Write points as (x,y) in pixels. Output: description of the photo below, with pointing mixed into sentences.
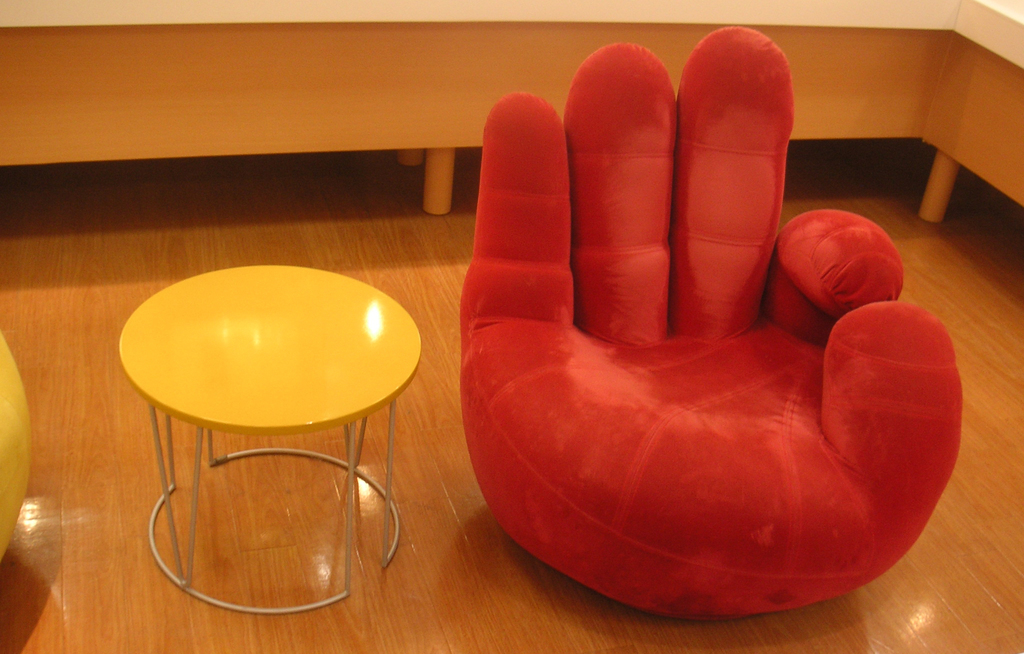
Here on the floor (275,539) we can see a table (348,380) and a chair (870,344) which is designed very nicely in red colour.
